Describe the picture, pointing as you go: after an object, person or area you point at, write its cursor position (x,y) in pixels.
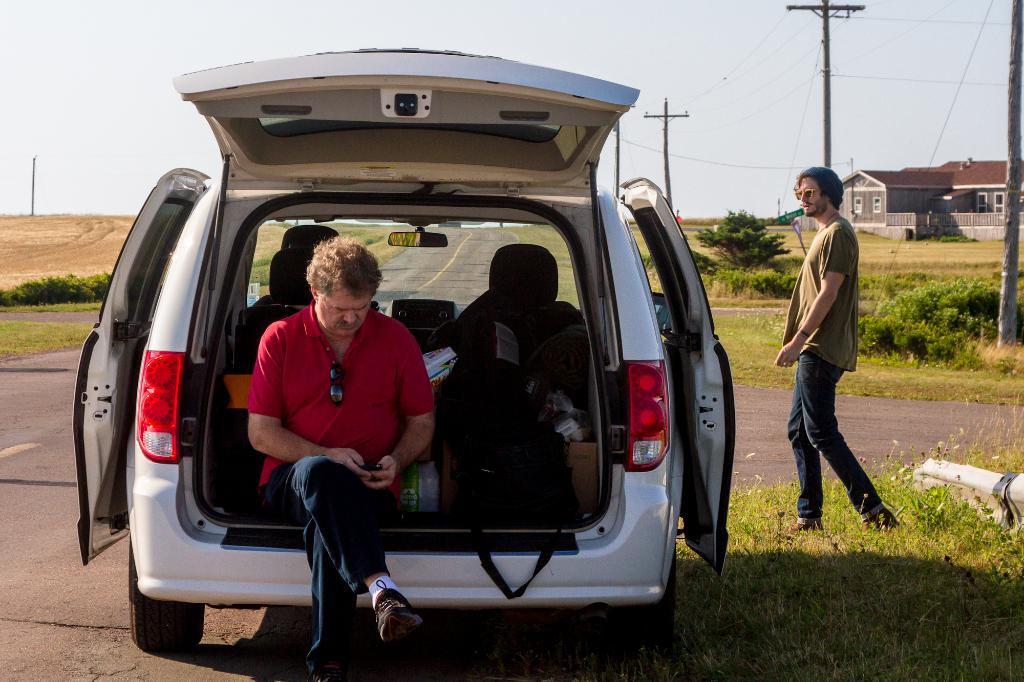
A man (310,341) is sitting at a back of car (594,318). He is in red T shirt (364,386) looking at the mobile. The car (187,253) is parked beside a road (60,406). A man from right is walking toward the car (718,360).
